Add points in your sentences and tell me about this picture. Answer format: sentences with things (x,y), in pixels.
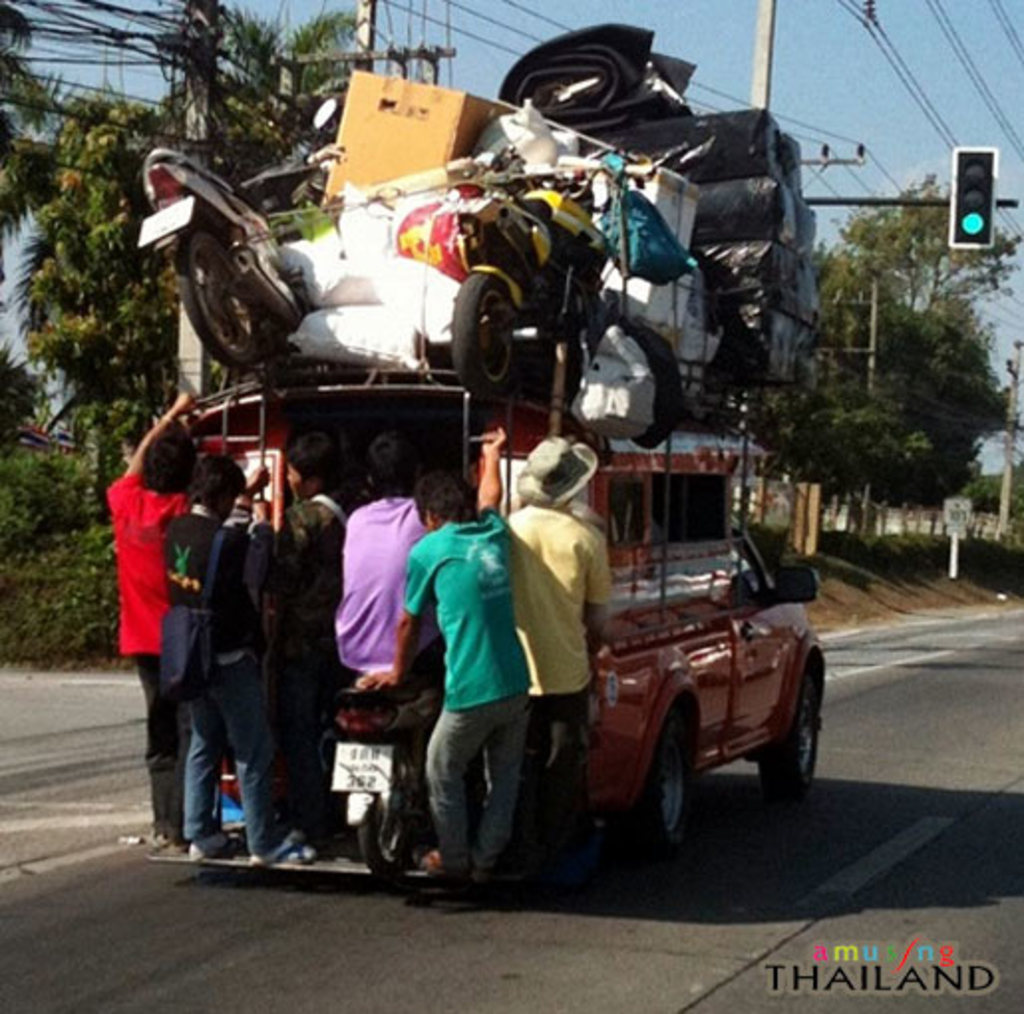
This picture is taken from the outside of the city and it is sunny. In this image, we can see a vehicle (765,691) which is moving on the road (874,697), in the vehicle (323,432), we can also see a group of people (469,644) and some objects (651,182) are placed in it. On the right side (999,209), we can see a traffic signal (993,171). In the background (47,336), we can see some trees (21,376), plants (840,554), electric wires (946,124), electric poles (186,341), hoardings (954,527). At the top (700,53), we can see a sky (818,29), at the bottom (928,729), we can see a road (863,683).
